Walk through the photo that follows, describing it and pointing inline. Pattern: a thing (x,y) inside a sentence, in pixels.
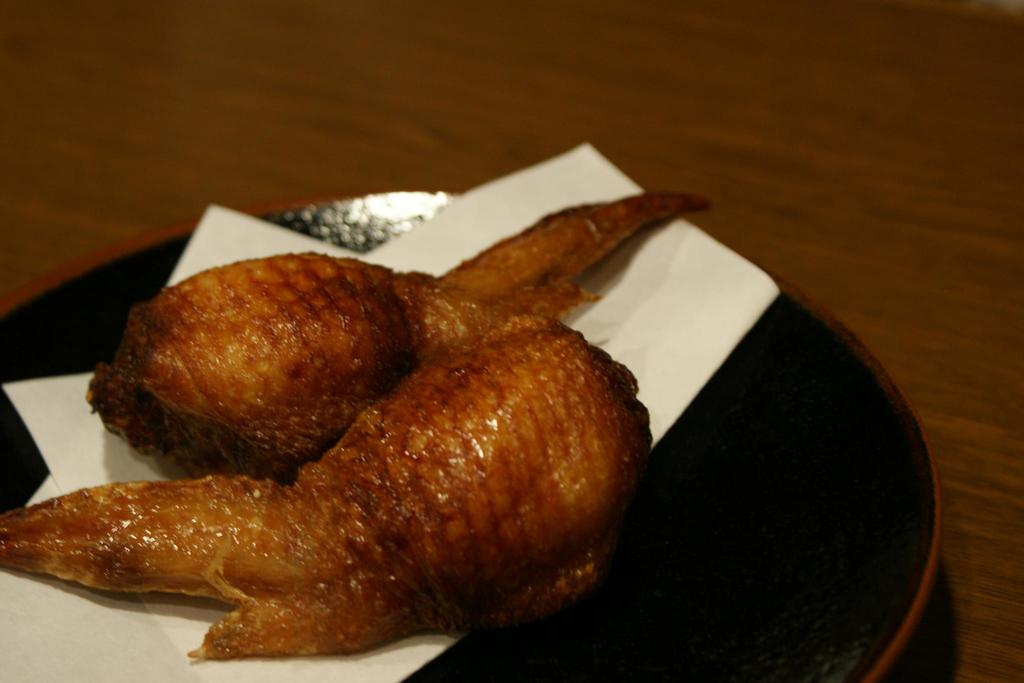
In this image we can see some food (464,356) placed in a plate (861,560) kept on a surface (936,658).
